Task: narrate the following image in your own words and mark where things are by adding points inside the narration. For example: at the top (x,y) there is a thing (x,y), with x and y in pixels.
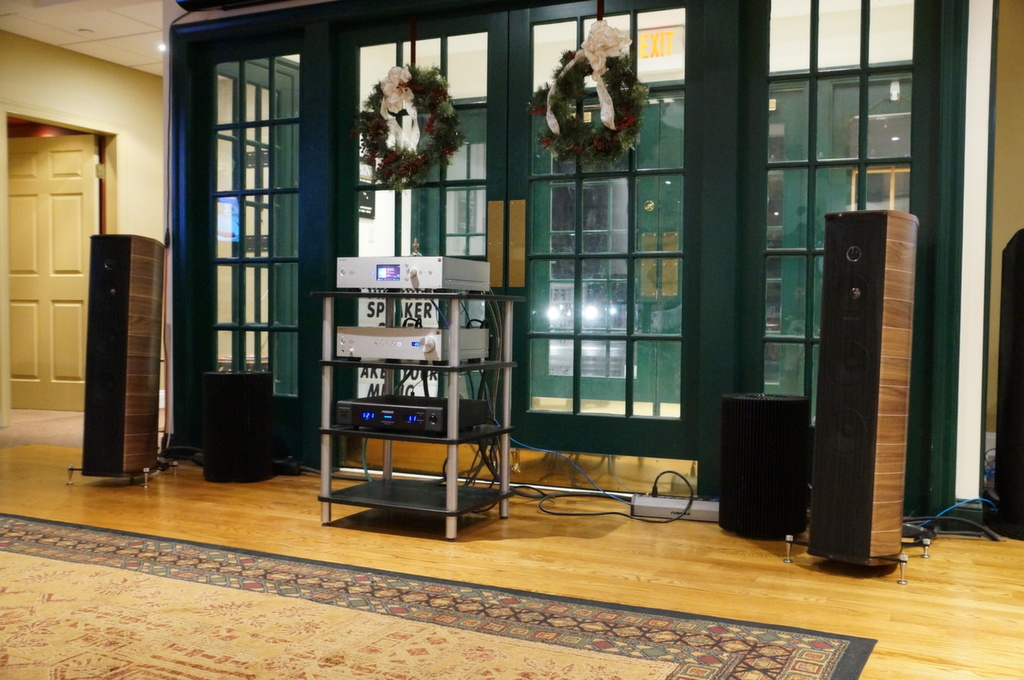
In this picture we can see speakers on the floor (793,611), here we can see a floor mat (727,657), some devices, door (918,31), lights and some objects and in the background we can see a wall (892,43), roof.
